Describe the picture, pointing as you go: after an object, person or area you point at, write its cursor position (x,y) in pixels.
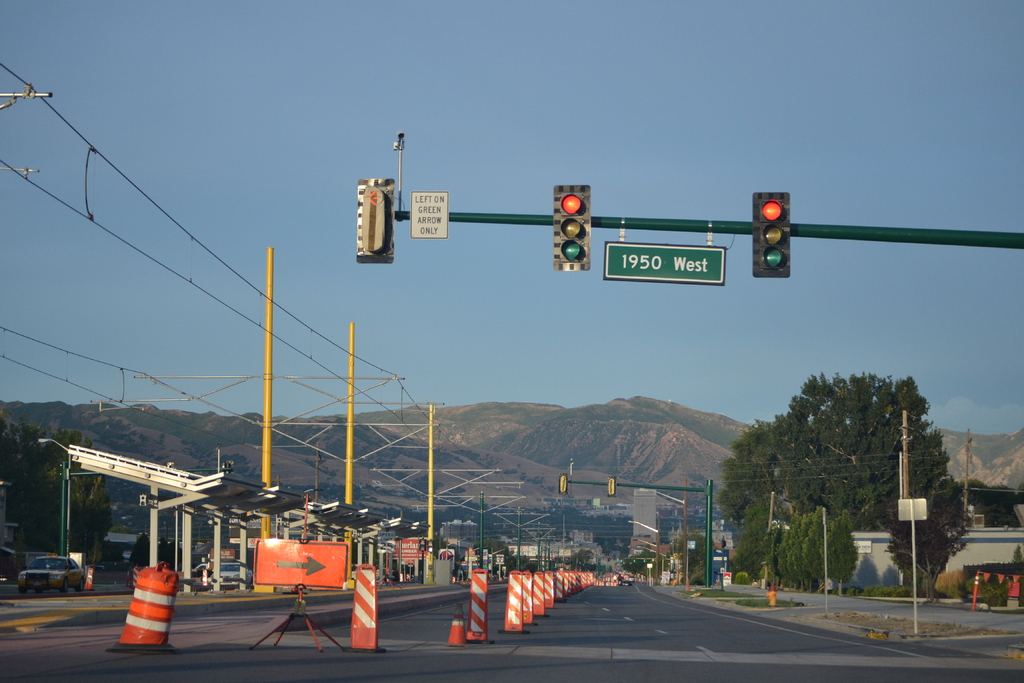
In this image I can see a road (647,595), on the road (635,609) I can see a divider blocks (558,584), at the top (764,207) I can see the traffic signal light (754,207) and sign board (674,249) and the sky (209,172) and the hill (328,496) visible in the middle (605,436) and tree (873,428) visible on the right side (902,453) and vehicle (70,590) visible on the left side (57,590).
